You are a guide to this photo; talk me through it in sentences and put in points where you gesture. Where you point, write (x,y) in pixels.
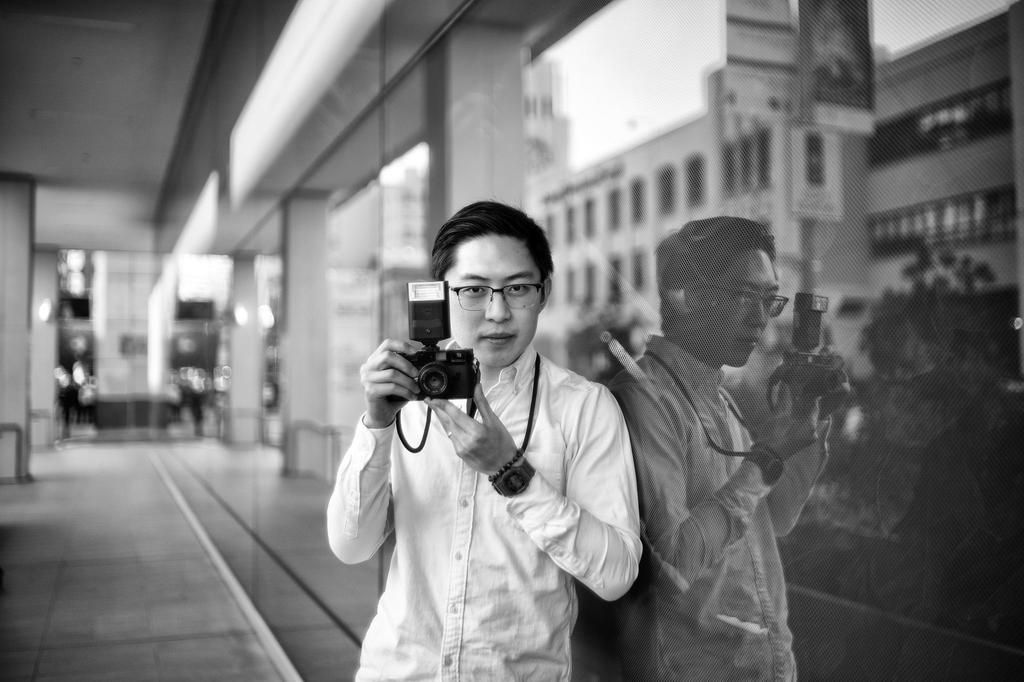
This picture shows a man (399,641) standing and holding a camera (412,300) in his hands (460,415) and we see a building (609,230) and a plant (885,365).
